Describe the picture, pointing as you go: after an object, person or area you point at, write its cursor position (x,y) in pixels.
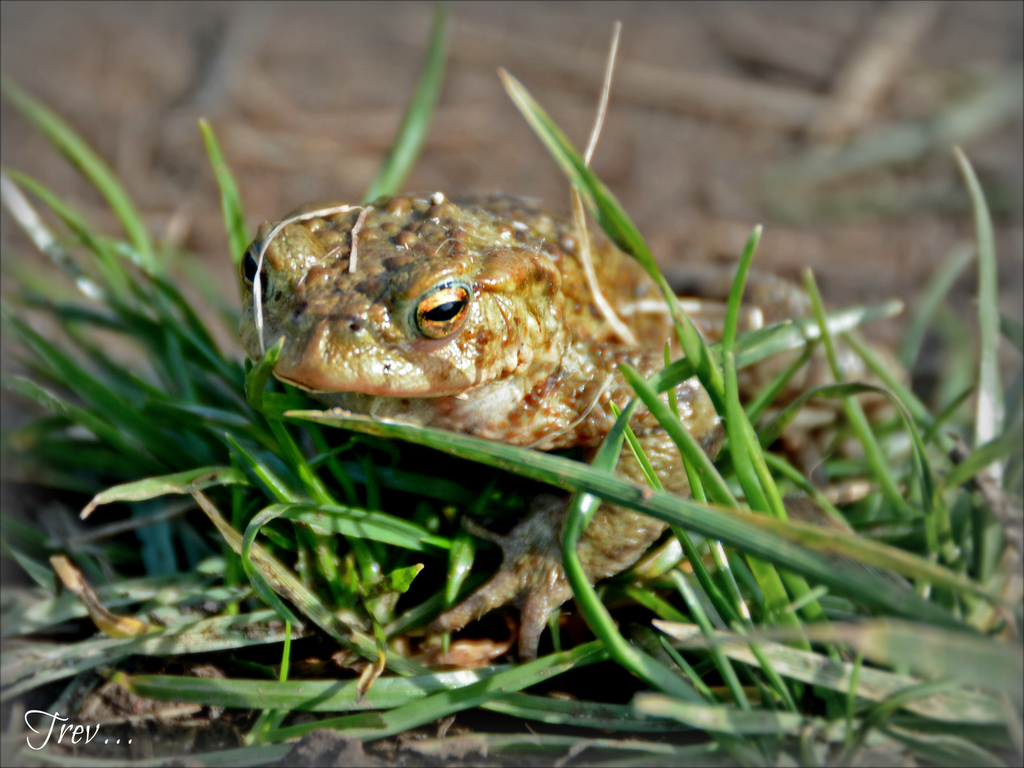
In this picture, we can see a frog (373,261), grass (779,518), and we can see the blurred background (907,352), we can see some text (32,715) in the bottom left corner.
